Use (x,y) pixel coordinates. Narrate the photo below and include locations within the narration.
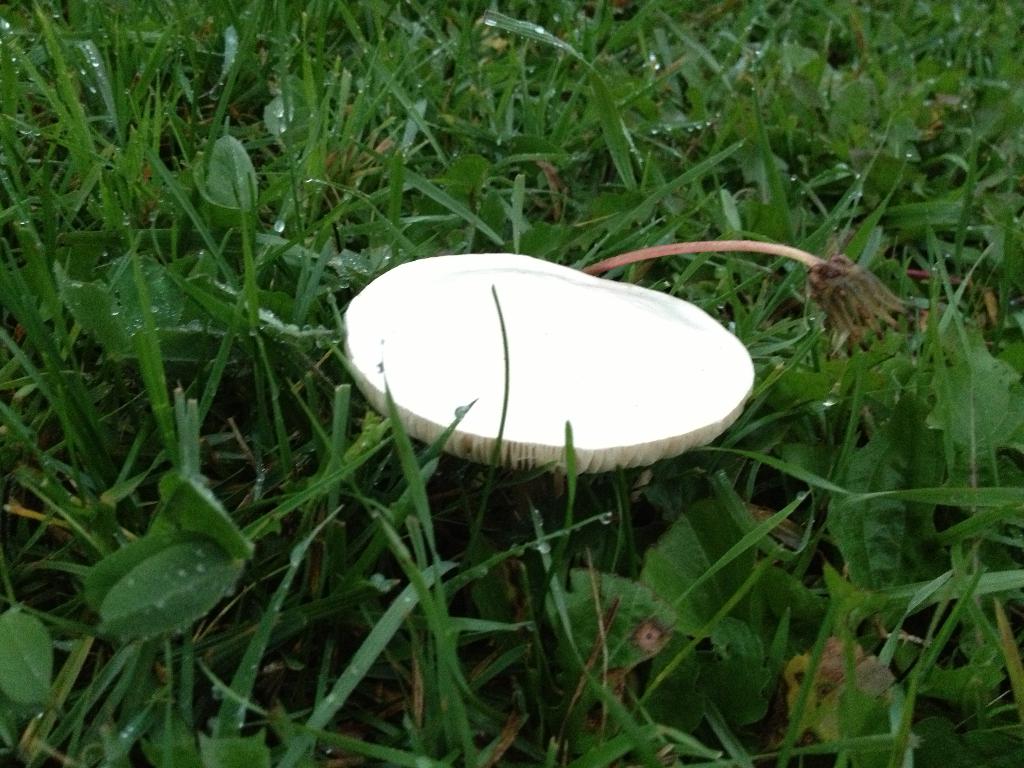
This image is taken outdoors. At the bottom of the image (361,662) there is a ground (850,457) with grass (157,350) and green leaves (704,606) on it. In the middle of the image (554,369) there is a mushroom (578,413) which is white in color.
